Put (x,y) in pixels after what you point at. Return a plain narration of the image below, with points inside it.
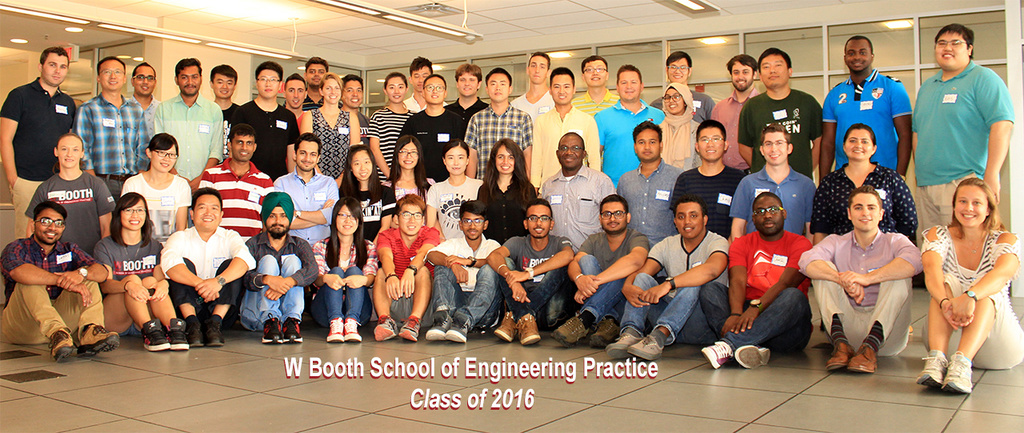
In this picture I can see a number of people (445,258) sitting in the foreground (467,297). I can see a number of people (436,133) standing. I can see glass windows (726,55) in the background (704,56). I can see light arrangements (406,23) on the ceiling (372,37). I can see text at the bottom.
